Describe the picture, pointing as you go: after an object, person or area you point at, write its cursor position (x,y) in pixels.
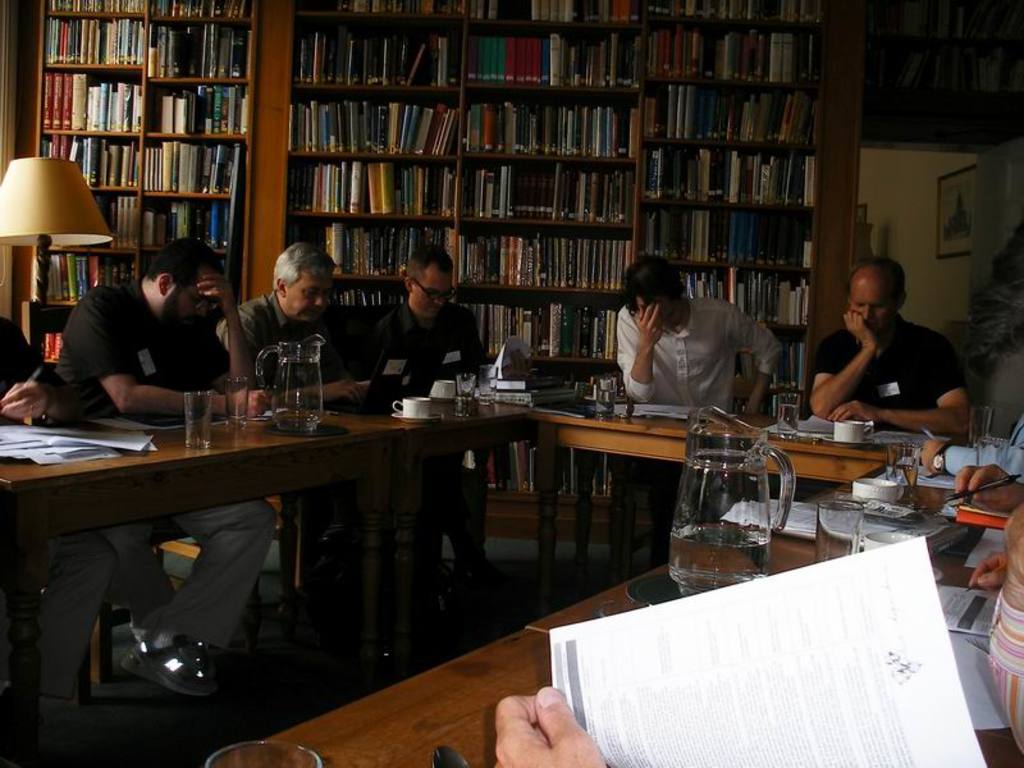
This image looks like it is clicked in a library (662,124). In the front (226,351), there are many persons (571,764) sitting in the chairs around the table (483,429). On the table (646,429), there are glasses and mugs (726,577) along with the papers (714,651). On the left (45,177), there is a lamp (85,236).
